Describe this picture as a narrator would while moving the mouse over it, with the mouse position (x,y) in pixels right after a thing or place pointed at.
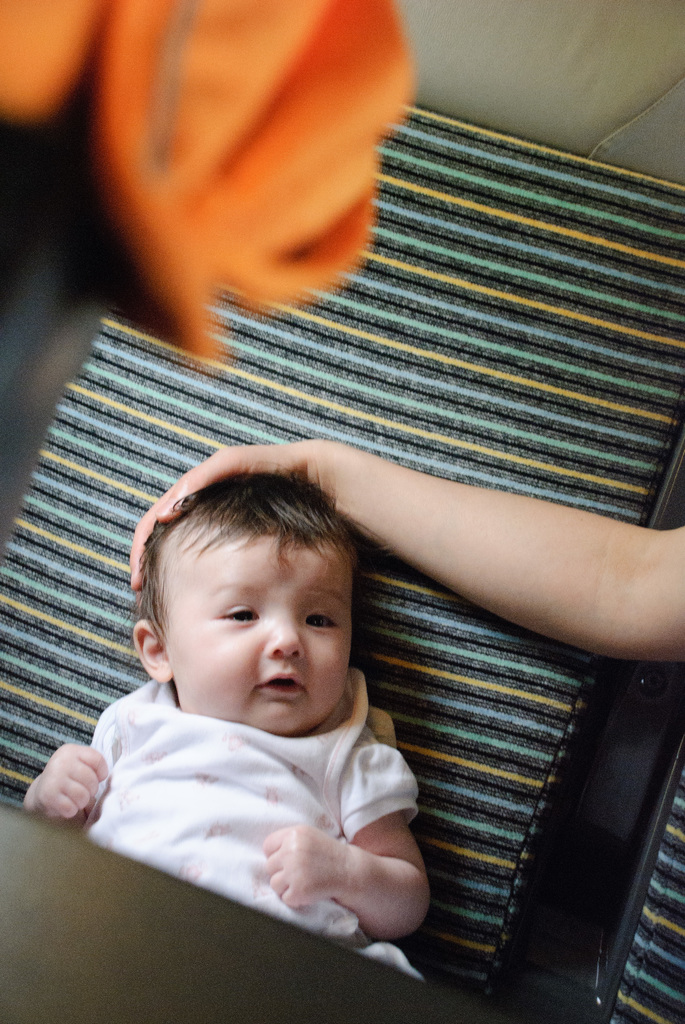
Here we can see a kid (274,587) and a hand (312,476) of a person (276,469) on the platform (543,361).
